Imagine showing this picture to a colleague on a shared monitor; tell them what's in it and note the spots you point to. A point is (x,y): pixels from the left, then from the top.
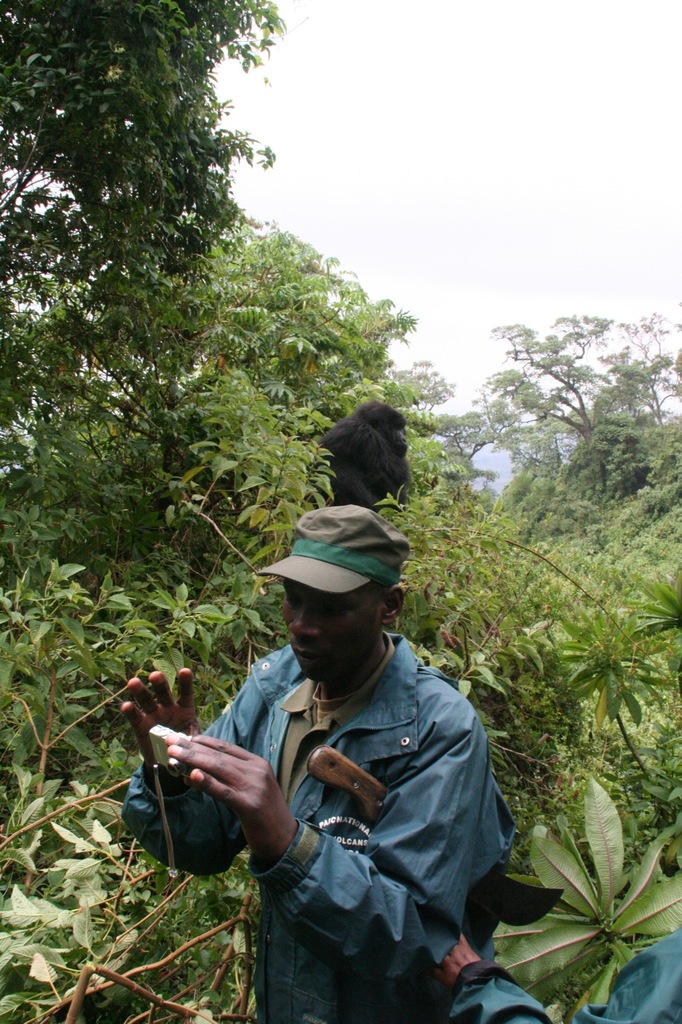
In this image I can see a person (287,788). I can see an animal (367,454). In the background (316,402), I can see the trees (543,517) and the sky (391,164).
